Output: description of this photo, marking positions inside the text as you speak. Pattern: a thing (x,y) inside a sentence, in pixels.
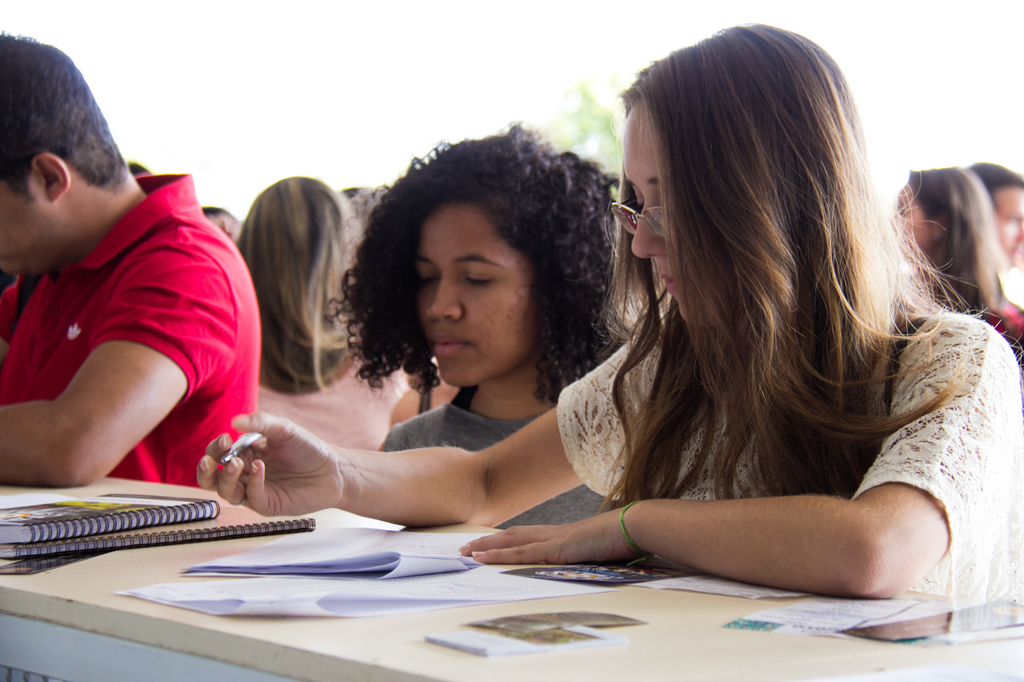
In this picture there are two women (504,377) and a man (181,314) sitting. A woman (580,436) wearing a white top (580,436) is holding a pen (237,445) in her hand (262,477). There are books (190,542) and papers (384,606) on the table (182,493). There are few people (313,250) at the background (366,218). There is a tree (567,103).
